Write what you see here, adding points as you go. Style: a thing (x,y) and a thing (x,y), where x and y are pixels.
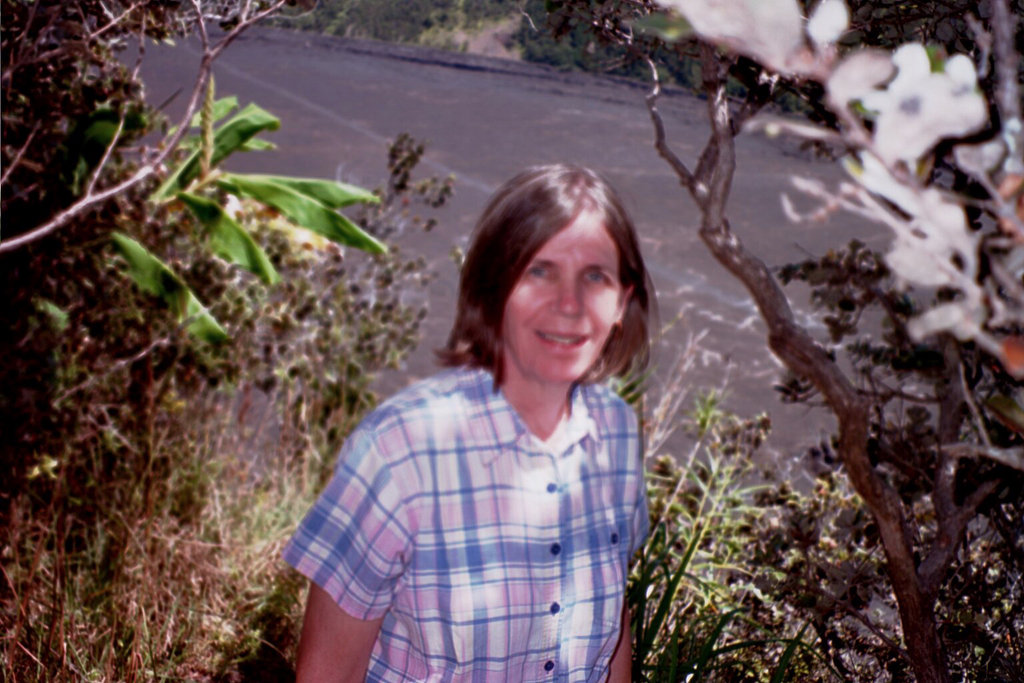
This image is taken outdoors. In the middle of the image (493,363) a woman (519,496) is standing on the ground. At the bottom of the image (224,632) there are a few trees (139,354) and plants (807,523). In the background (697,141) there is a crater floor (512,89).
